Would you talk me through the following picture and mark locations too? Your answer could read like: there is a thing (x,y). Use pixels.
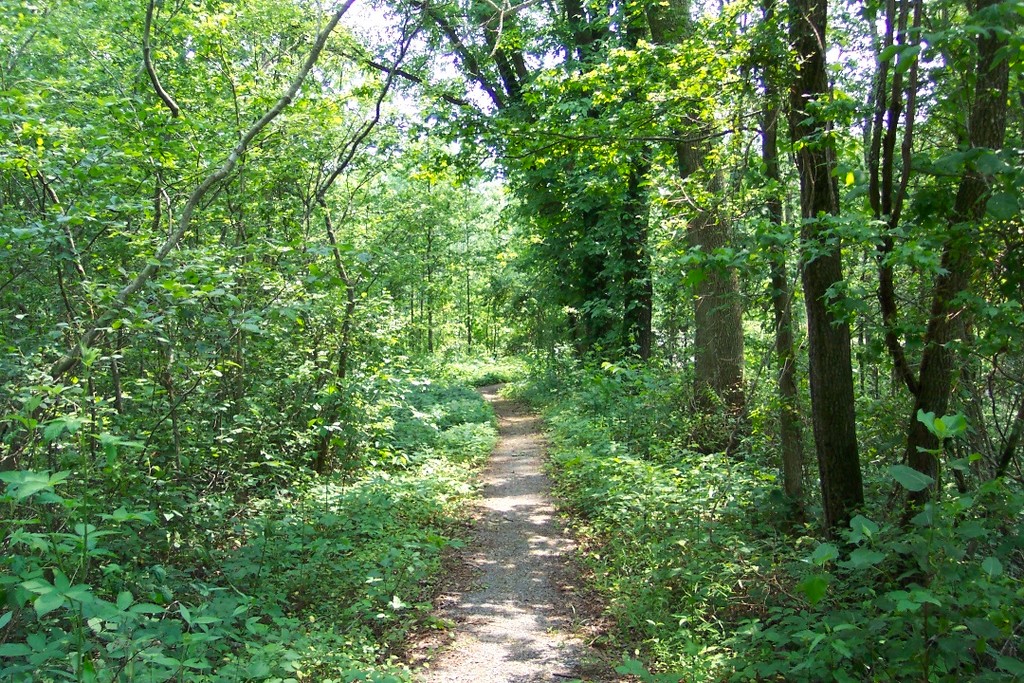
In this image we can see walkway (488,497), there are some trees (449,335) on left (208,235) and right side of the image (811,325) and in the top of the image (529,69) there is clear sky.
